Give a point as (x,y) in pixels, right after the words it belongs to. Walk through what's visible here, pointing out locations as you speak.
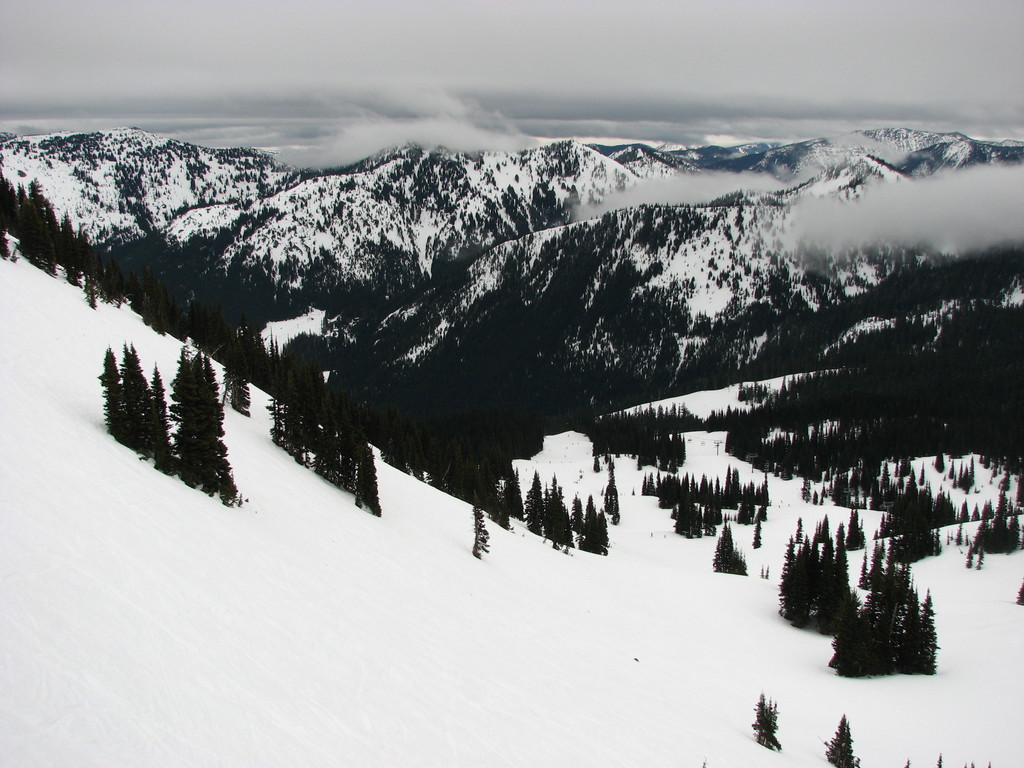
In this image I can see the snow (280,620). In the back (420,240) I can see many trees (531,420) and the mountains (418,225). I can also see the fog (598,208) and the sky (288,50) in the back (177,44).
